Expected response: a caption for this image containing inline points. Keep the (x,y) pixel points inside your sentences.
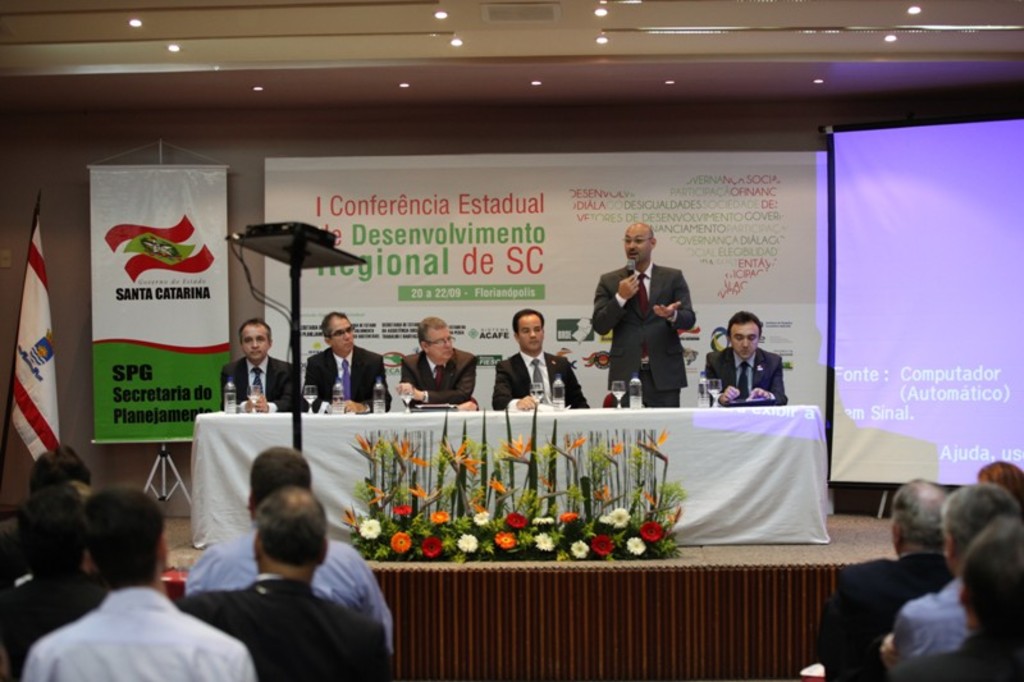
This picture describes about group of people (875,610), they are seated on the chairs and a person (615,351) is standing, he is speaking with the help of microphone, in front of him we can find few bottles (335,388) and glasses (314,388) on the table (763,448), and also we can see flowers (506,525), in the background (827,370) we can find a projector screen (835,323), hoardings (427,290), flag (16,396) and lights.
